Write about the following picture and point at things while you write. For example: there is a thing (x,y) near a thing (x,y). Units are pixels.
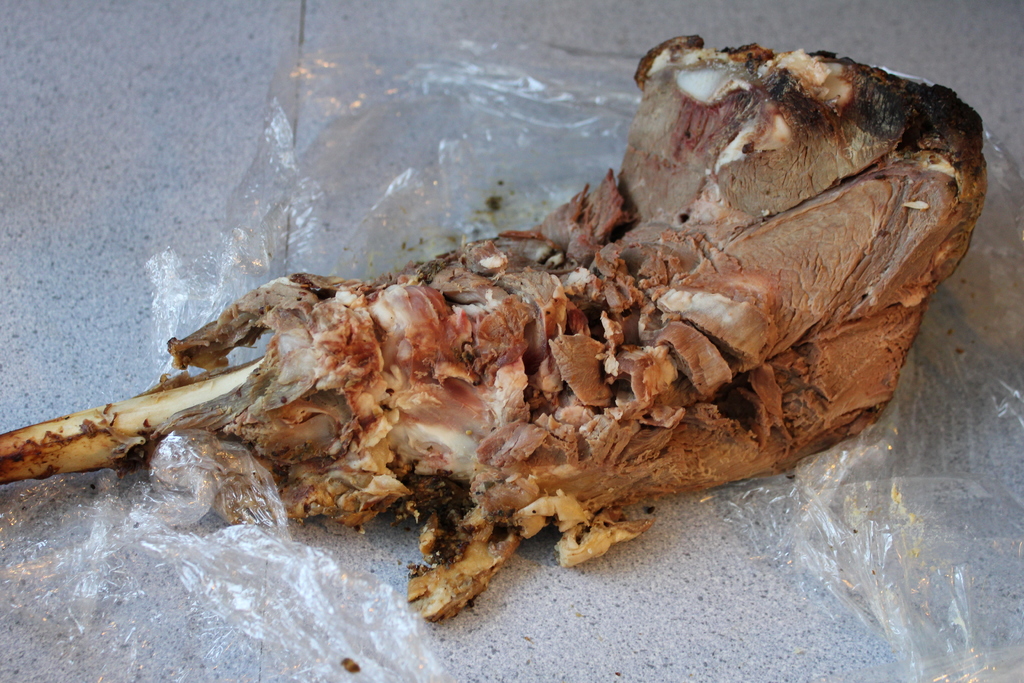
Here we can see food (626,352) and a plastic cover (279,216) on a platform (708,590).
